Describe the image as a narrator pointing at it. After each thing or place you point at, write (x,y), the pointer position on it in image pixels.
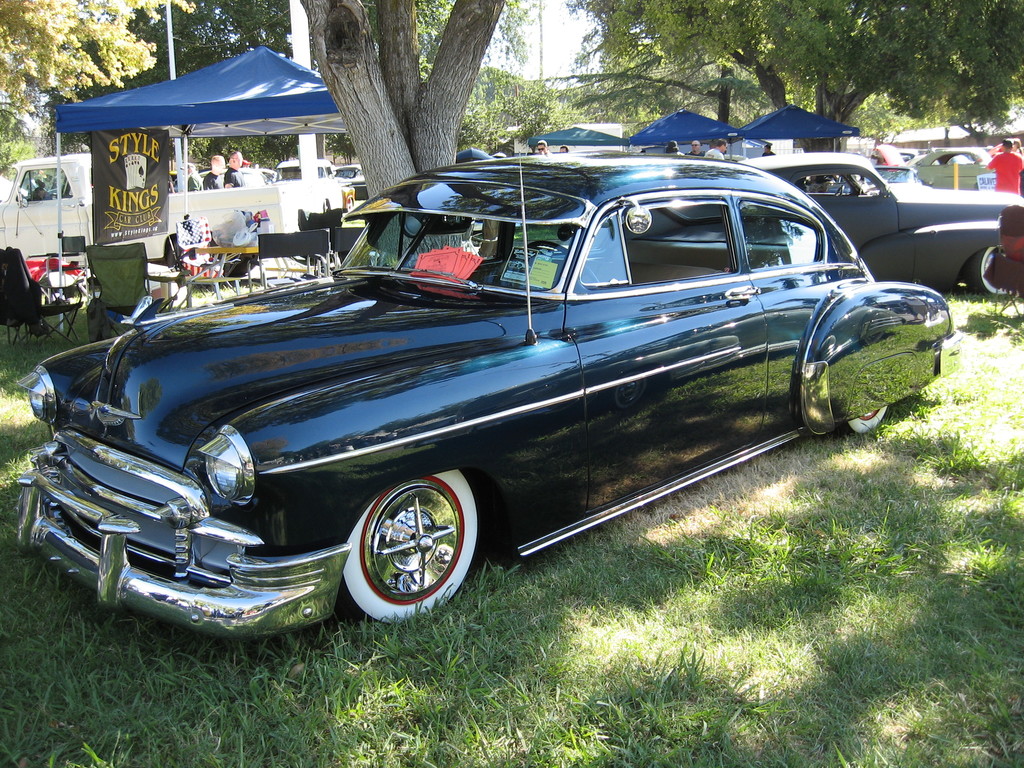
In this image, we can see so many vehicles (371,261). Here a car (565,404) is parked on the grass (574,685). Background there are few stalls (233,82), banners (145,210), chairs (18,277), we can see. Few peoples (1004,168) are there in the image. Top of the image (413,175), we can see trees (350,90), poles (181,184) and sky (552,56).
